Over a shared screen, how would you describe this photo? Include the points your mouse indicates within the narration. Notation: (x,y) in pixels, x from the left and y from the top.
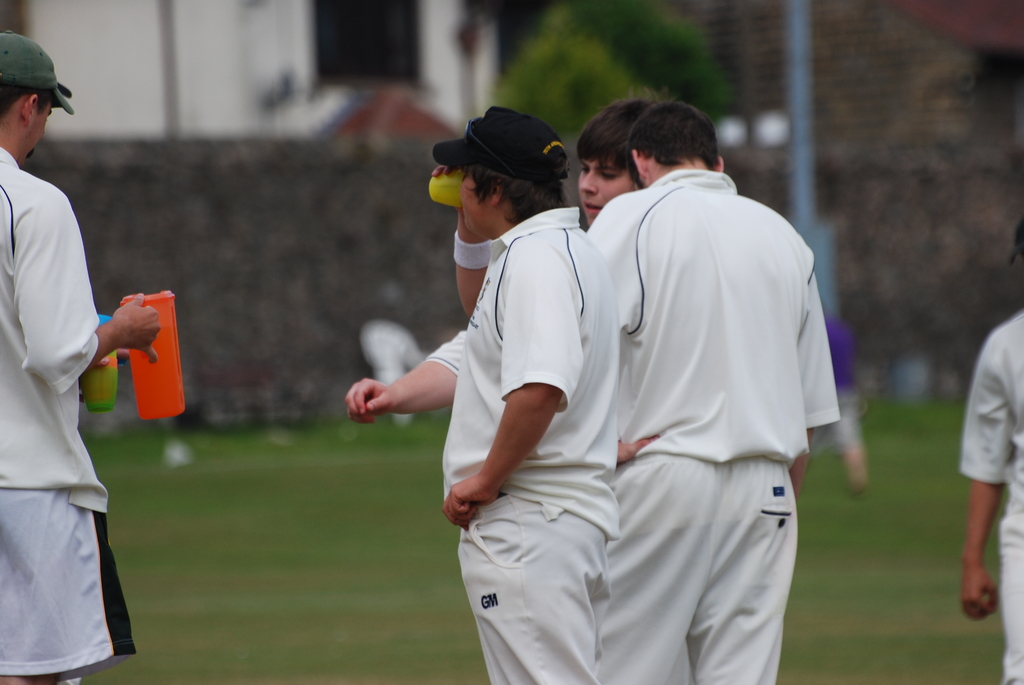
In this image, we can see a group of people (473,252) are standing. Here a person (497,415) is holding a glass (435,198). On the left side of the image (47,568), a person (33,529) is holding jar (165,372). Background (873,79) there is a blur view. Here we can see house (302,63), trees (578,86), pole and walls (895,90).
